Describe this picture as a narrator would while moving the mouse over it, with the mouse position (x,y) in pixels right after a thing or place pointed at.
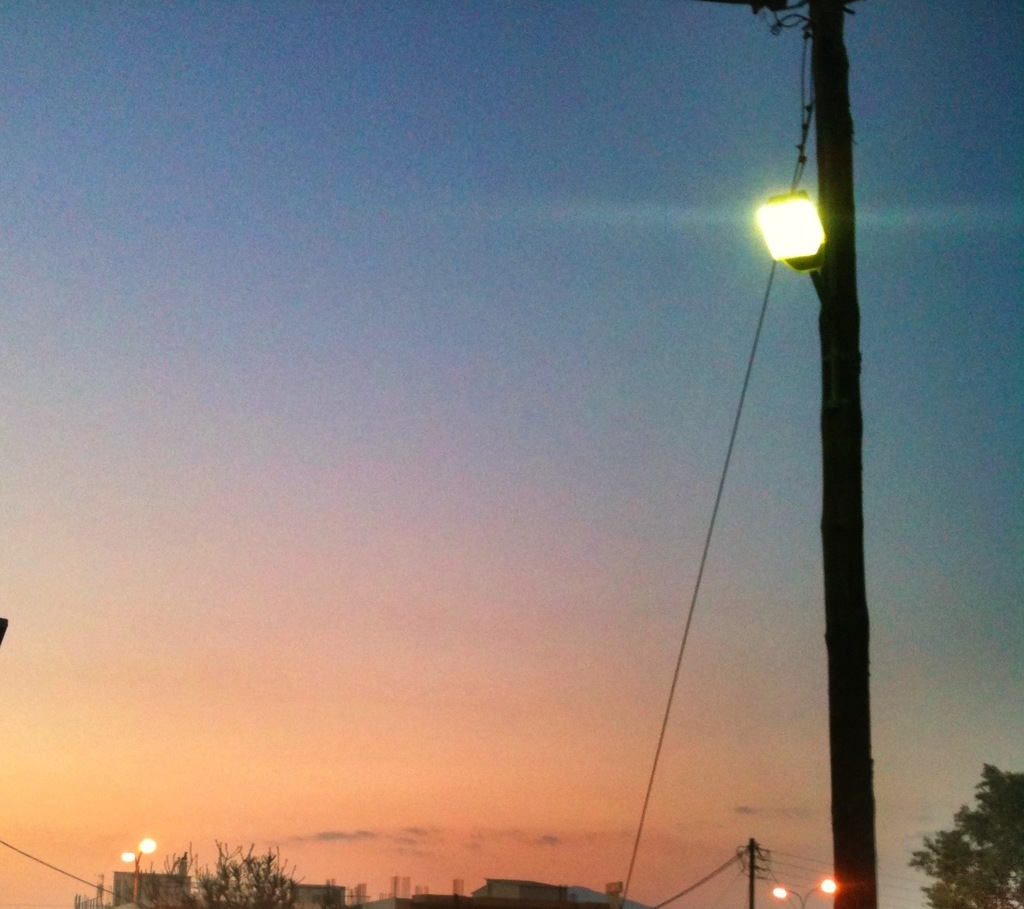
In this picture we can see buildings (131,907), trees (949,881), lights (826,885), poles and in the background (230,239) we can see the sky (543,202).
